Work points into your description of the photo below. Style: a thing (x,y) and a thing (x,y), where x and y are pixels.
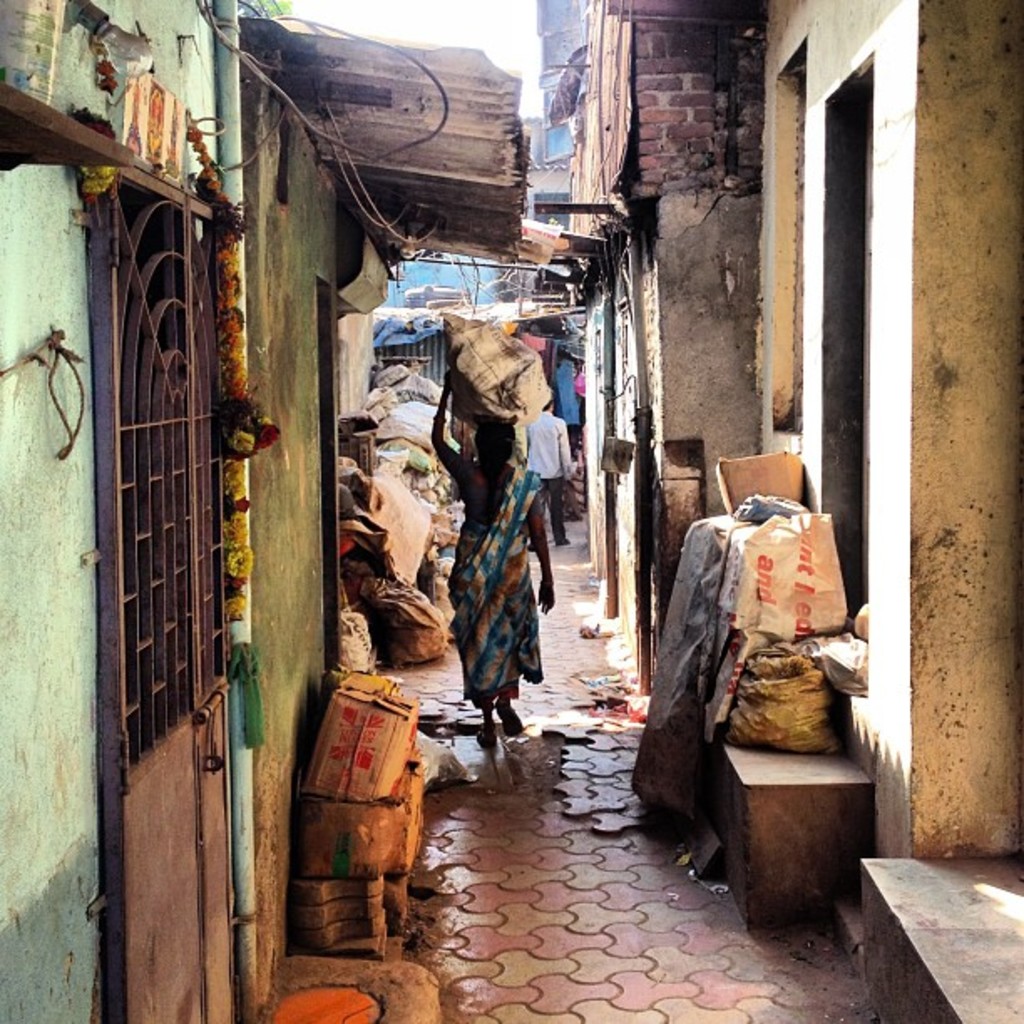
In this picture I can see people (511,526) are walking on the path (503,956), sides we can see houses (335,370) and few objects (787,664) are placed.
